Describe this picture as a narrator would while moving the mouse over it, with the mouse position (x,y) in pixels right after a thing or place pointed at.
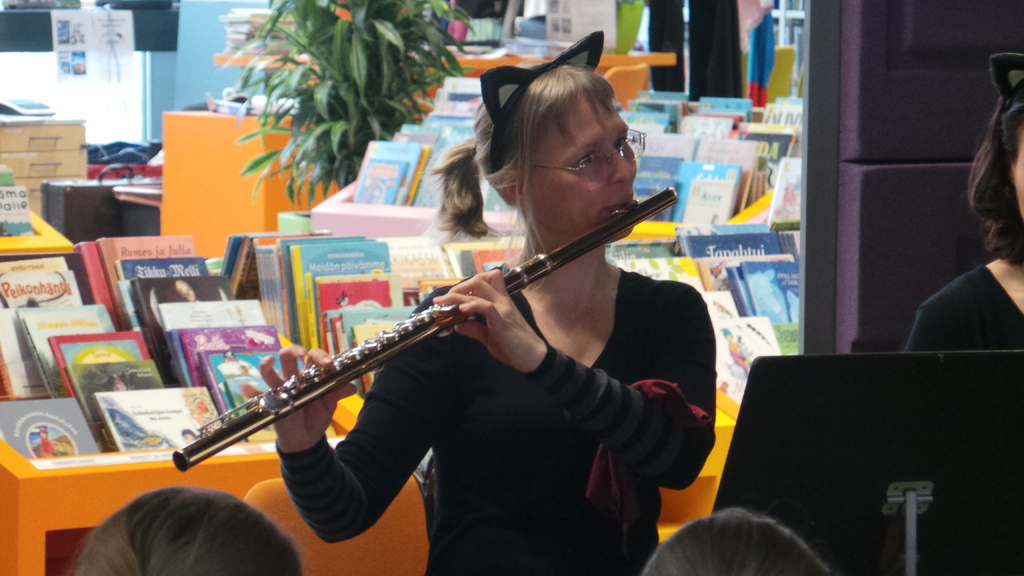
On the background (58,387) we can see all the books (44,366) are arranged in a sequence manner. This is a plant (304,119). Here we can see one woman (464,182) playing a musical instrument (443,327) with her hands (462,323) and mouth (605,208). This is a stand (847,451).
